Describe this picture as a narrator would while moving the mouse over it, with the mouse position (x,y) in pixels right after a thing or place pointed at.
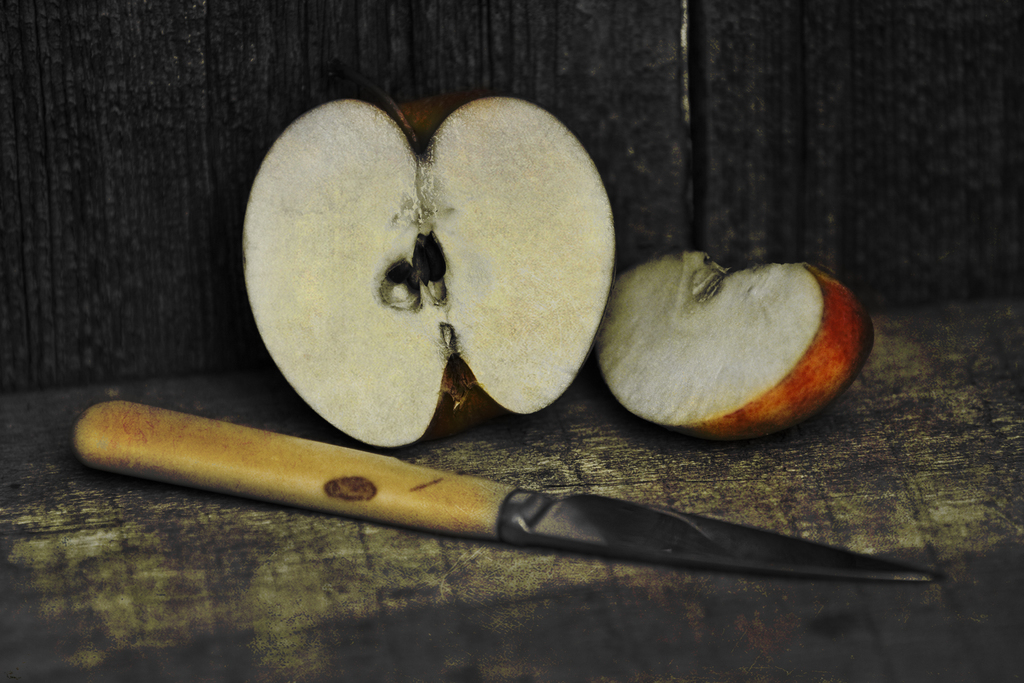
In this image, I can see two pieces of an apple (742,331) and a knife (391,500), which are placed on a wooden table (551,576). In the background (230,274), It looks like a wooden board (672,117).
